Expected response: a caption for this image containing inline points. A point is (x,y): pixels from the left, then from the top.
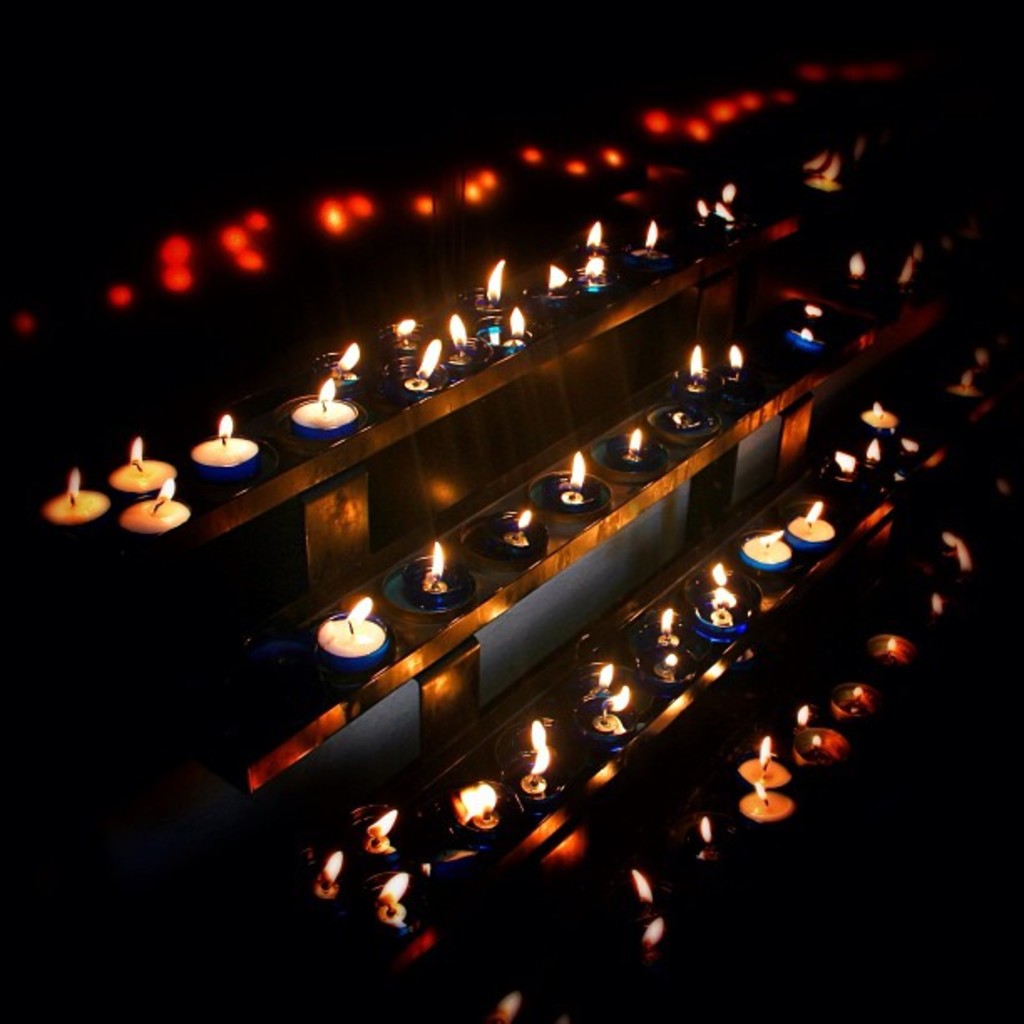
In this image we can see a group of candles (490,339) placed on the racks (469,560).
